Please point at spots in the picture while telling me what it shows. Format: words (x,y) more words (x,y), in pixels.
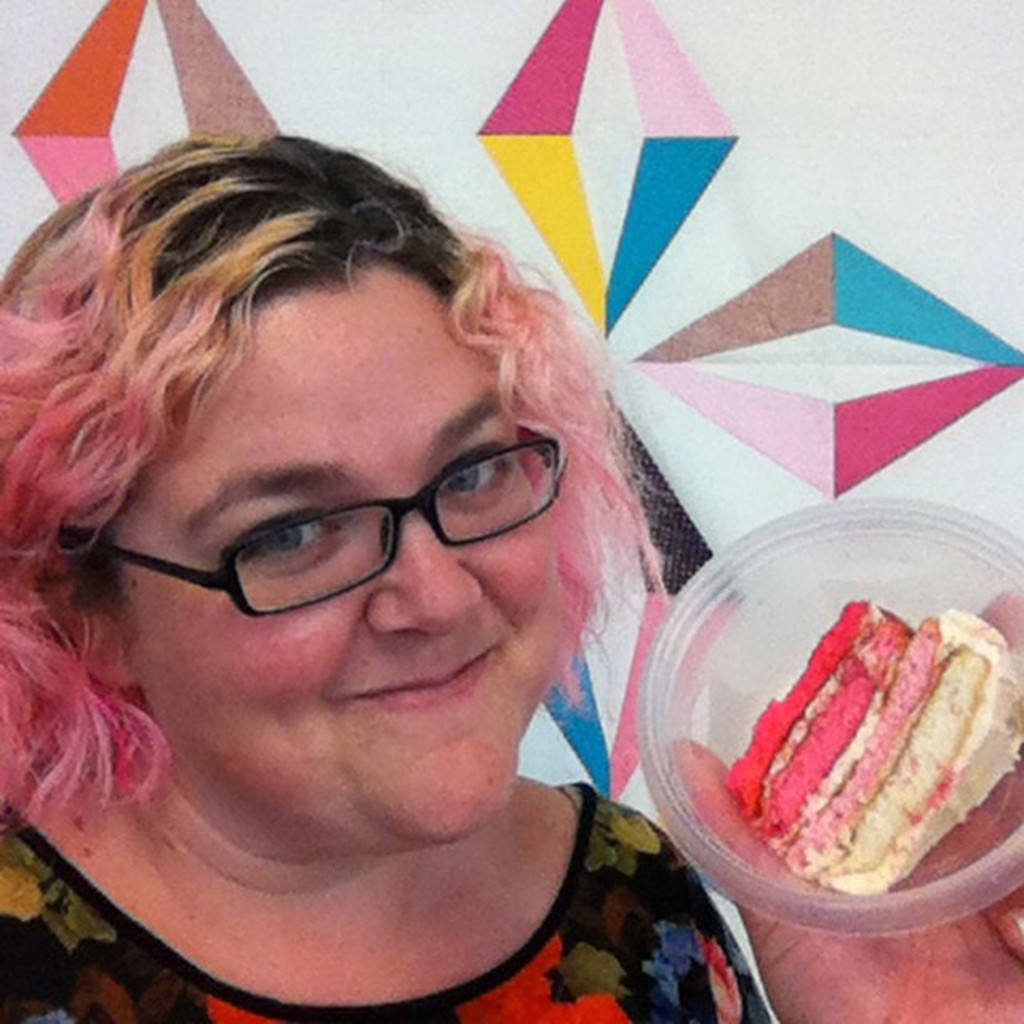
In this picture we can see a woman (311,834) is holding a bowl (817,879), there is a piece of cake (898,769) present in the bowl (746,727), this woman (266,674) wore spectacles (372,547), it looks like a wall (810,118) in the background (818,128).
